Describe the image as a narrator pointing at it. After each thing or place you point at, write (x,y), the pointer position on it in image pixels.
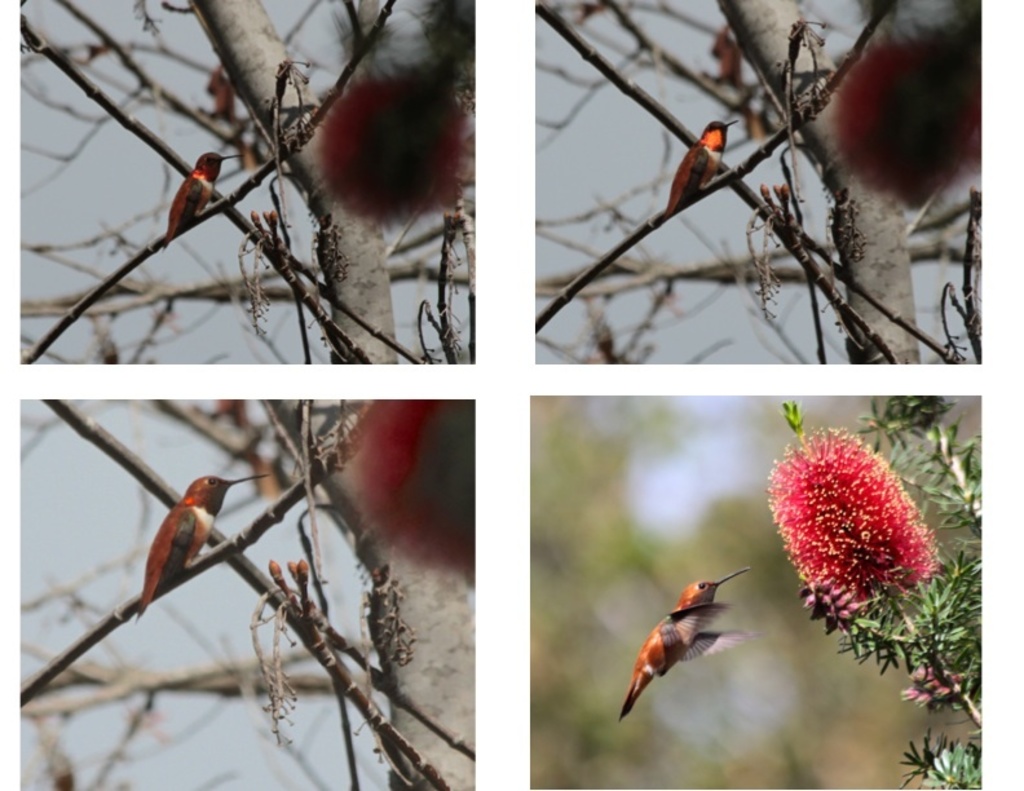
In this image there are four pictures. In the four pictures I can see birds (199,199), branches (264,518), sky (85,548), leaves (951,605) and flowers (848,572).
